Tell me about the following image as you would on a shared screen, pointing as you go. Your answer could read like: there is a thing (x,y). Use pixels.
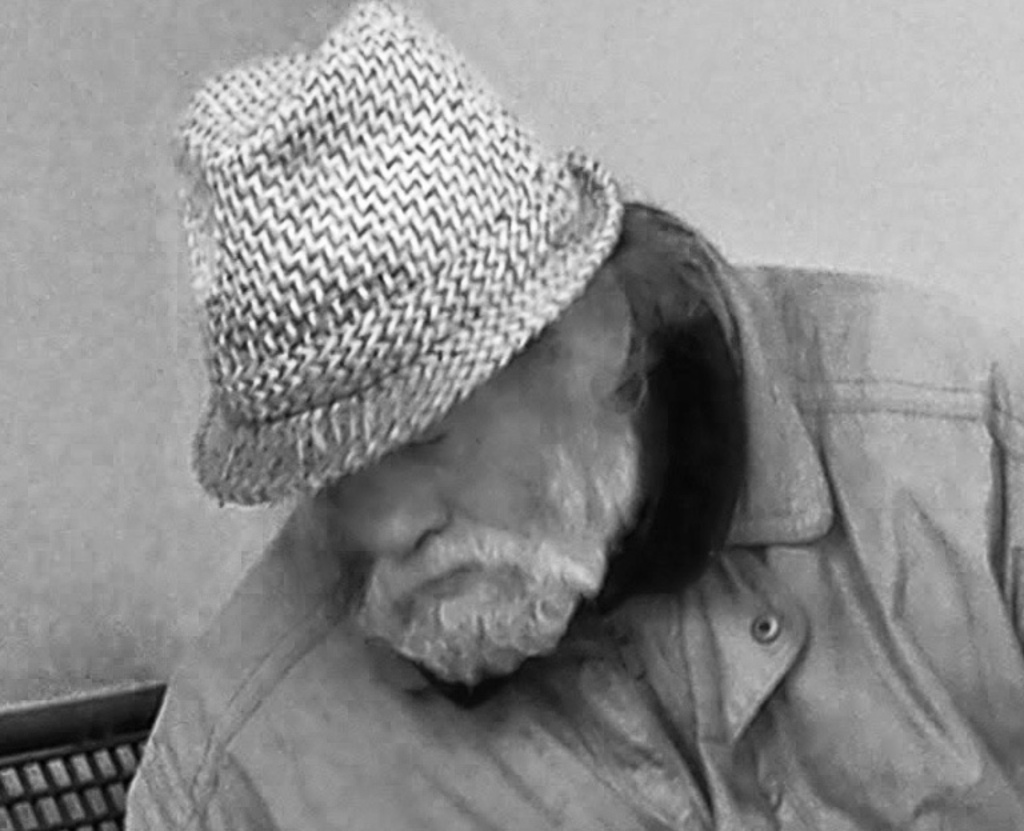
In this picture we can see a person (572,476) wearing a cap (417,326). We can see an object (137,733) and a wall (146,555) in the background (225,557).
